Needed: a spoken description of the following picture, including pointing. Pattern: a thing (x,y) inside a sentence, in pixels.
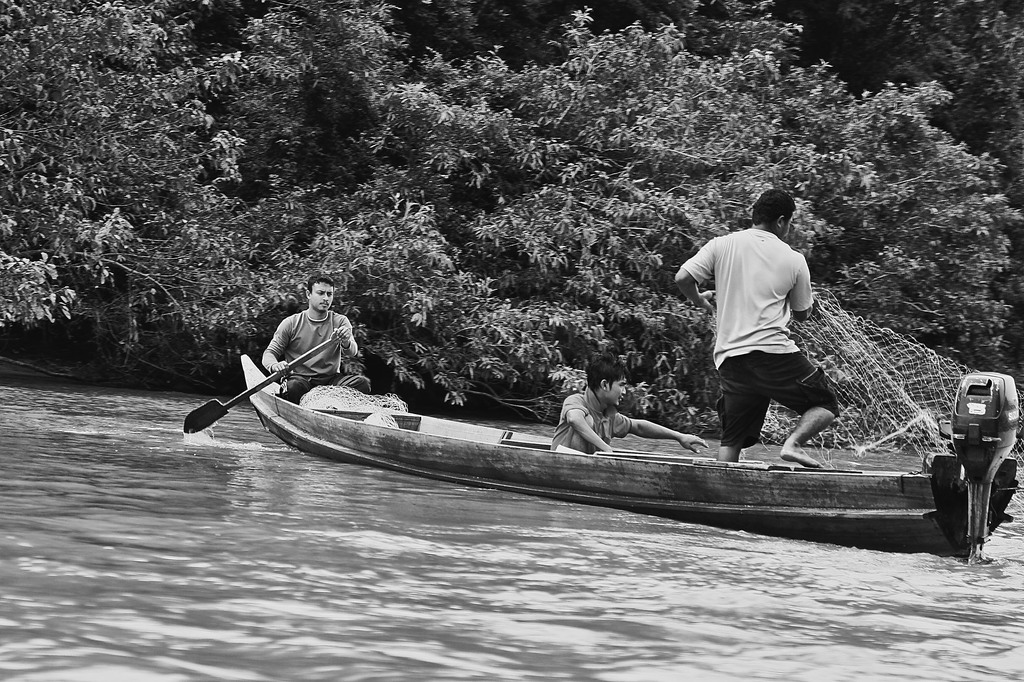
In this picture we can observe a boat (404,469) floating on the water (545,530). We can observe three members (315,358) in the boat (613,460). In the background (370,192) there are trees (469,104). On the right side (846,359) we can observe a fishing net (856,388).
